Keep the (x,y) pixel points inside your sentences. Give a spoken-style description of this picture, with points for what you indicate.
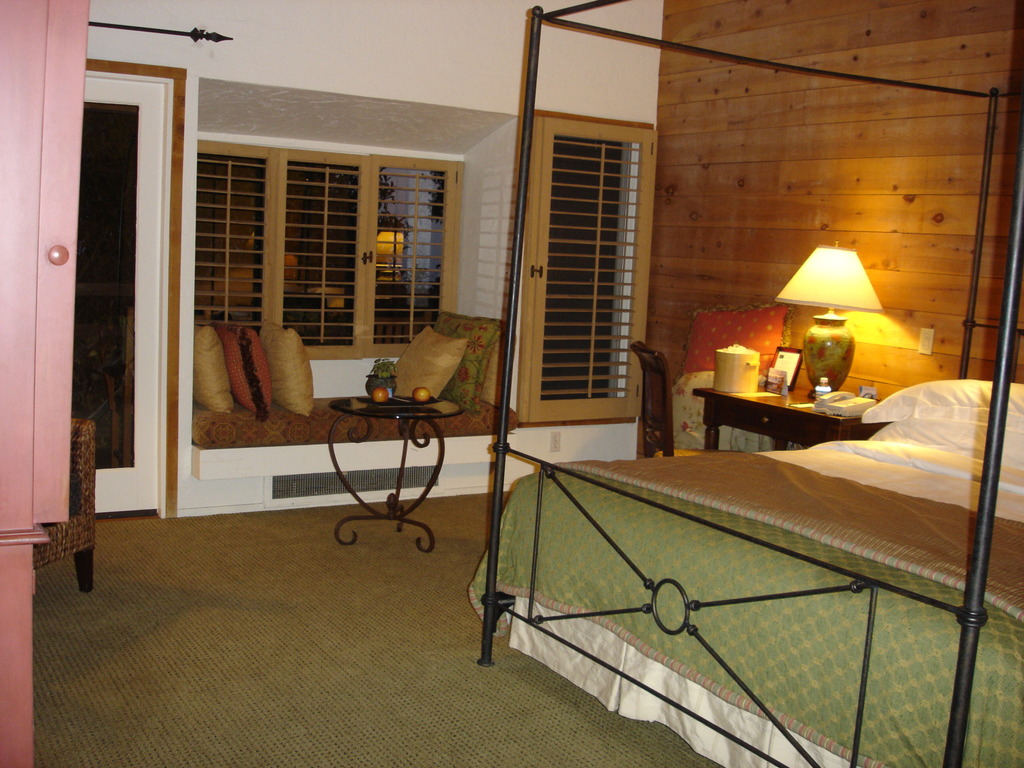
In this picture I can see the inside view of a room (704,129). On the right side of this picture (802,507) I can see the bed (765,467) and bedside to it, I see a table (751,395) on which there is a lamp (826,355) and other few things (742,382). In the background (330,409) I can see the windows (292,335), a couch (481,454) on which there are cushions (418,381) and a table (418,407) on which there are few things (369,385) and on the top of this picture (539,90) I see the wall (679,91) and on the left side of this picture (27,389) I see a pink color thing (51,117).
